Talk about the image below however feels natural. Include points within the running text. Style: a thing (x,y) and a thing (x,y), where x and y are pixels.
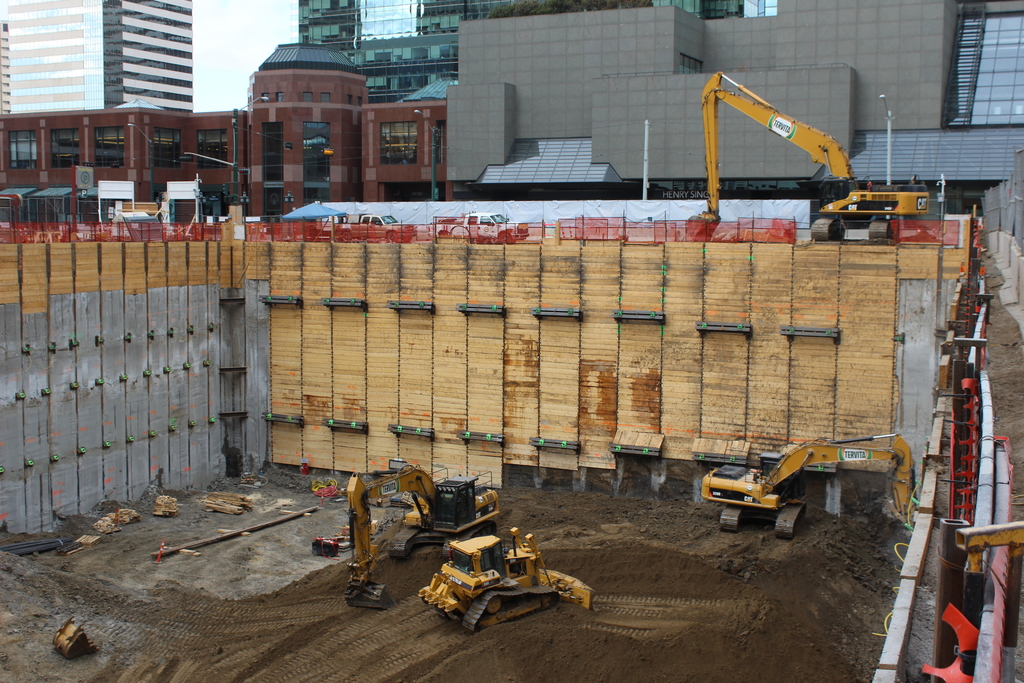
At the bottom of the picture (756,493), we see the cranes (762,506) which are in yellow color. Beside that, there is a building (443,389) which is under construction. Beside that, there are vehicles (457,238) moving on the road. There are buildings (492,88) in the background (572,139).
